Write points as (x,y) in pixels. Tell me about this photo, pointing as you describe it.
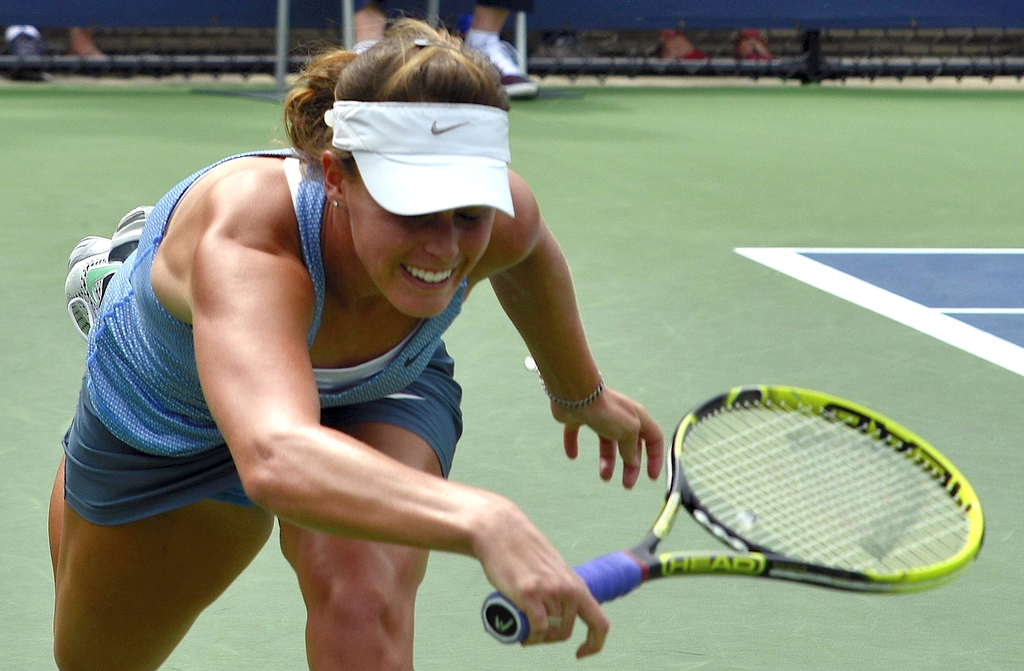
In this image a woman (411,492) is running on the court (626,287). She is holding a racket (678,503). She is wearing a cap (418,204). Behind him there is a person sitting on the chair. Behind him there is a fence (245,65). Behind it there are few persons (16,26).
